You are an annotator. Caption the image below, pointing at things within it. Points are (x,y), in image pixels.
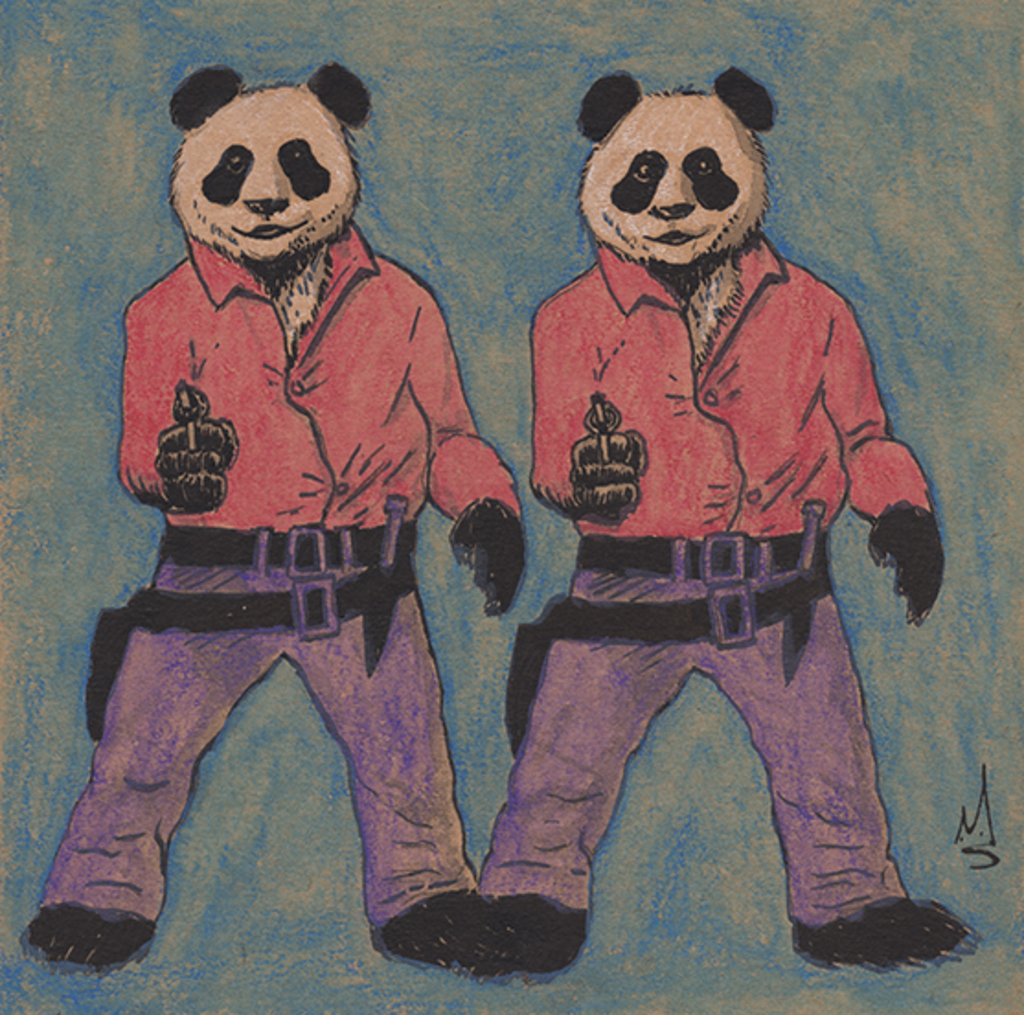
In this image, we can see depiction of pandas (299,393).
